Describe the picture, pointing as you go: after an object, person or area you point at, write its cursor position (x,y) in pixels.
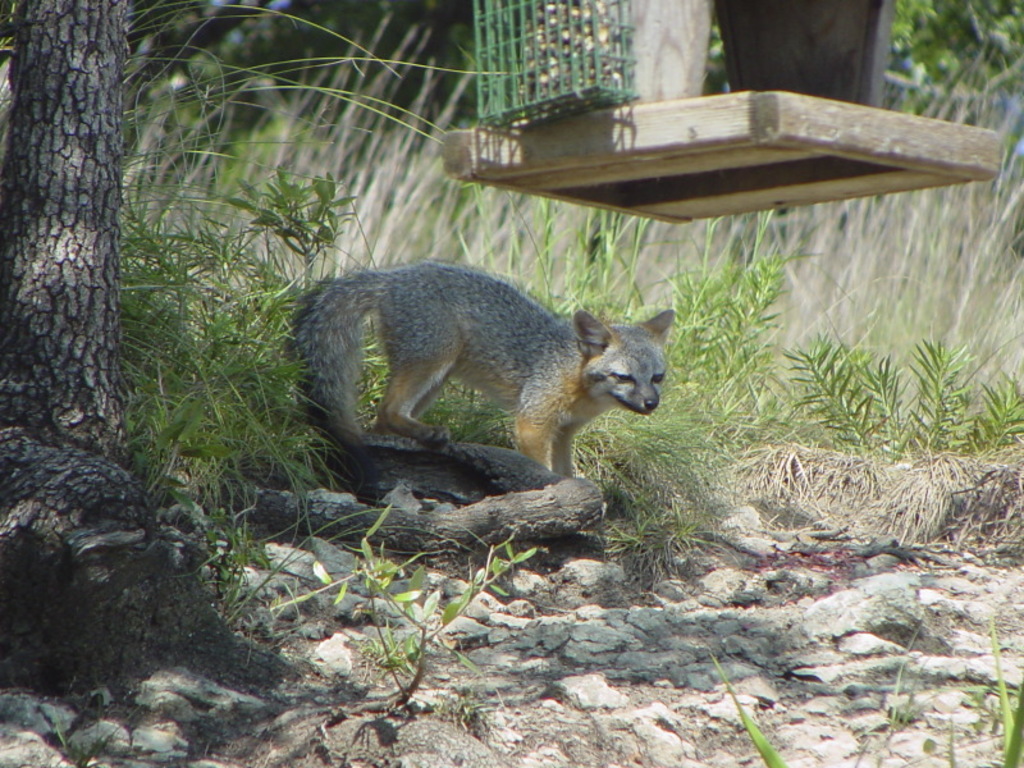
In this image we can see animal (553,398), plants (176,286), tree (95,310) and rocks (705,576). Above this animal (551,363) there is a platform (755,138). Above that platform (581,139) there is a mesh (578,51) and things (741,35). Background (951,55) it is blur.
